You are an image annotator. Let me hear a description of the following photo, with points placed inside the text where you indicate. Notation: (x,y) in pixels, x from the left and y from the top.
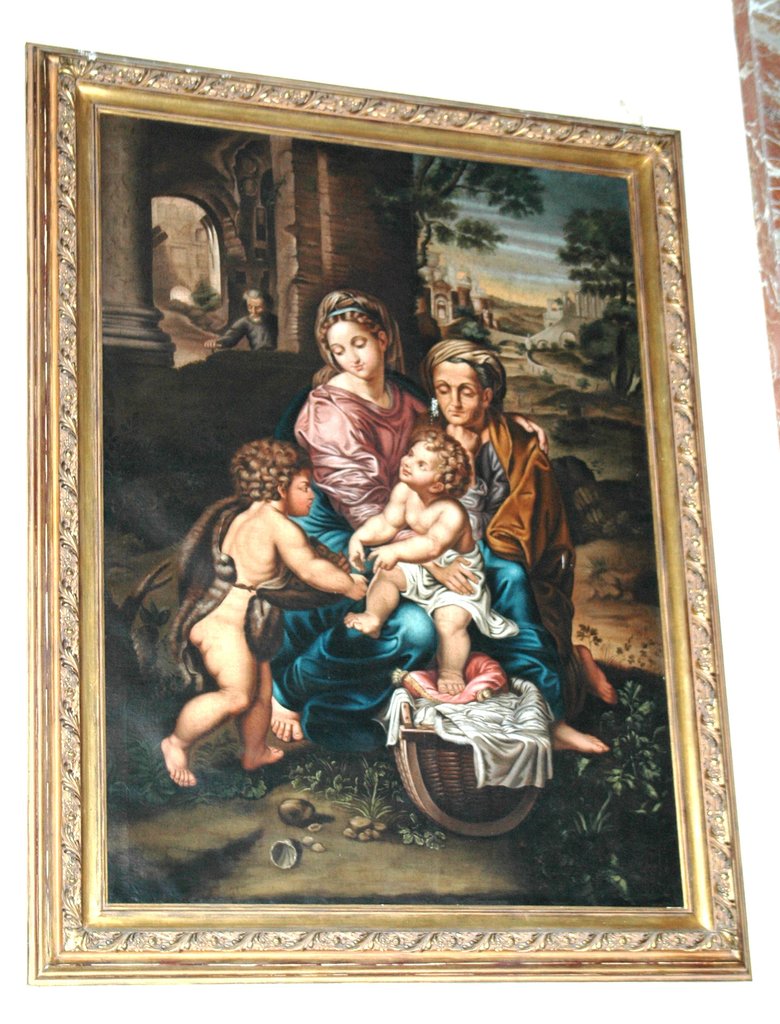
In this image I can see depiction picture where in the front (379,467) I can see two persons (468,446), two children (410,494) and in the background (551,309) I can see few buildings (349,222), few trees (542,185) and one more person (252,301).
